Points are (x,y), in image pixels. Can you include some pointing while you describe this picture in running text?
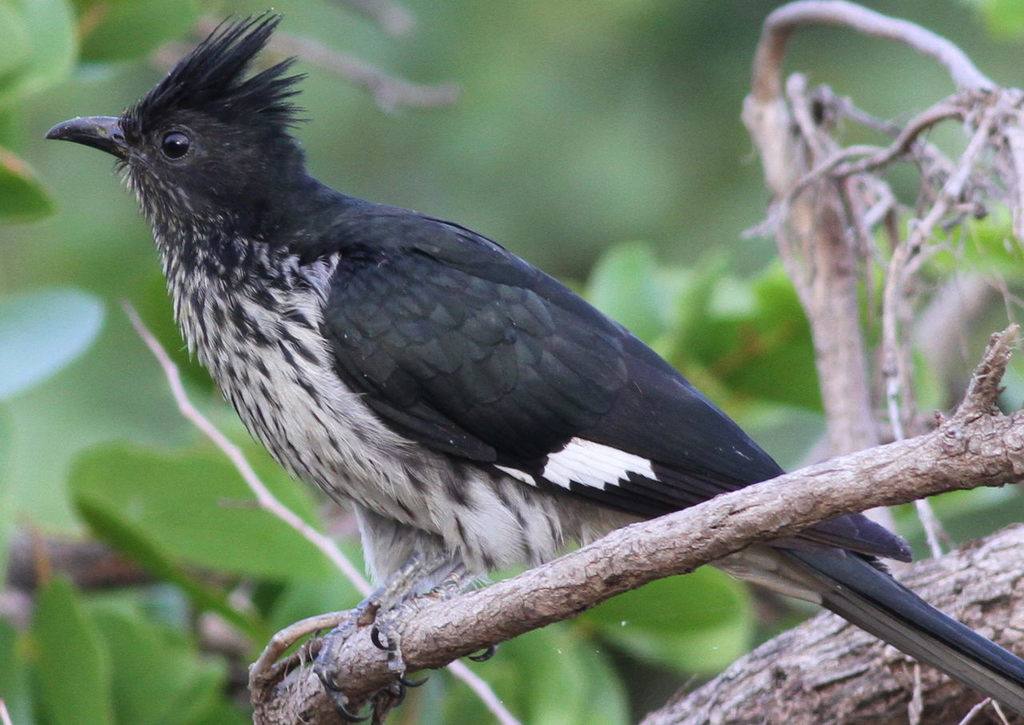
In this image there is a bird (481,511) on a branch (875,475). Behind there are branches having leaves (125,472). Background (563,128) is blurry.
